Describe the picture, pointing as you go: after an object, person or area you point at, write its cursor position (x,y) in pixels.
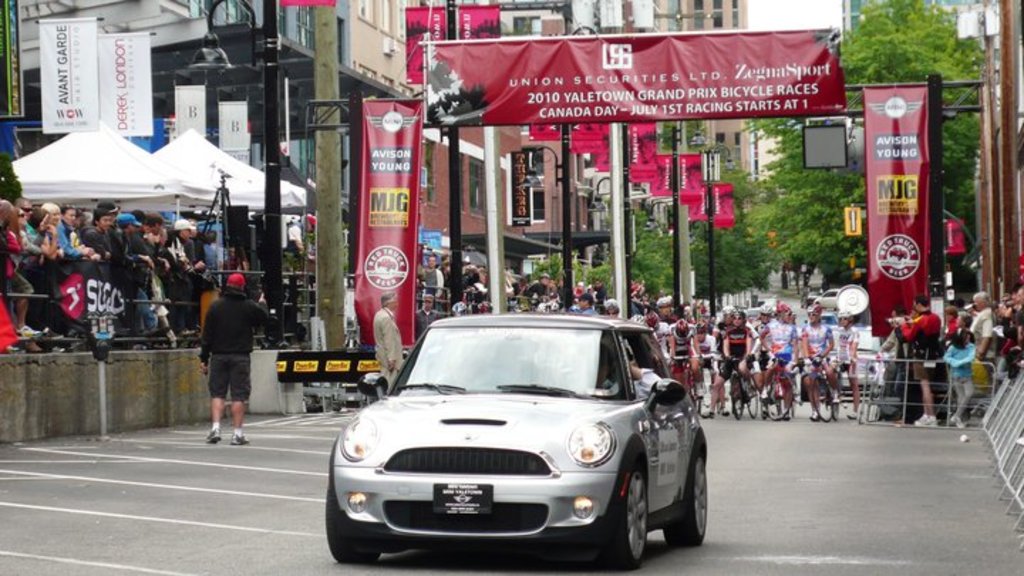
In the image we can see there are many people (134,269) around, they are standing and some of them walking and some of them are sitting on the bicycle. We can even see there are vehicle (565,484) on the road (802,301). Here we can see the banners (544,71) and we can see the text (600,80) on it. We can see pole tents (132,188), trees (736,252), poles (624,245), fence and the sky (763,28).
